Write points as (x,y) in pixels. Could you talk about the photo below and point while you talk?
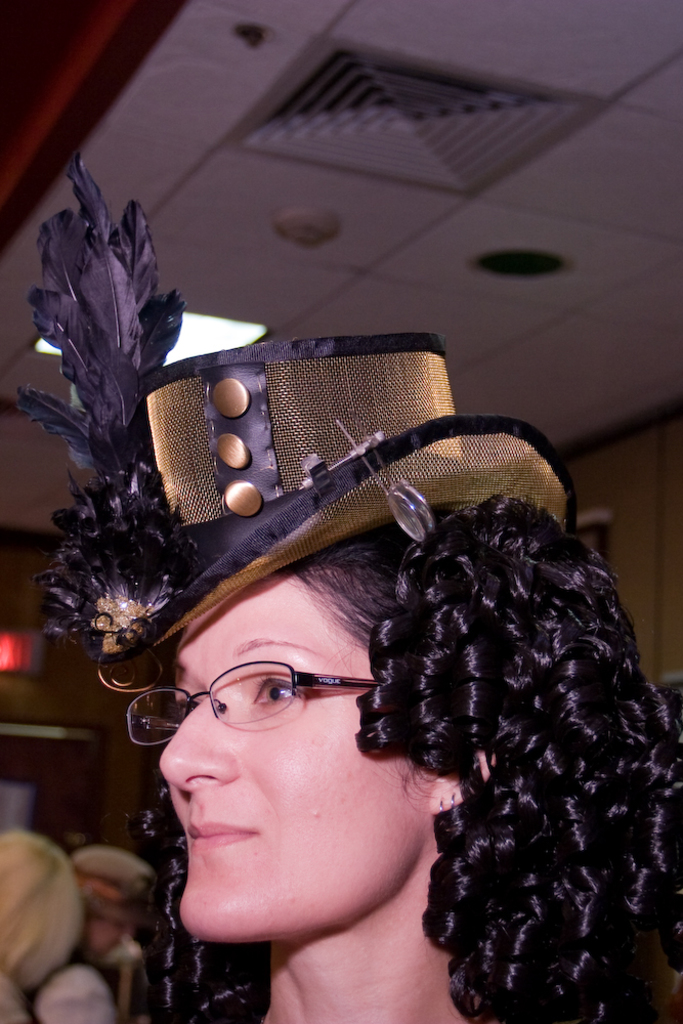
In the picture there is a woman (247,677), she has a curly hair (398,684) she is wearing a hat (257,468) and there are some feathers (110,479) kept on the hat (125,562) and the background of the women (566,681) is blur.
